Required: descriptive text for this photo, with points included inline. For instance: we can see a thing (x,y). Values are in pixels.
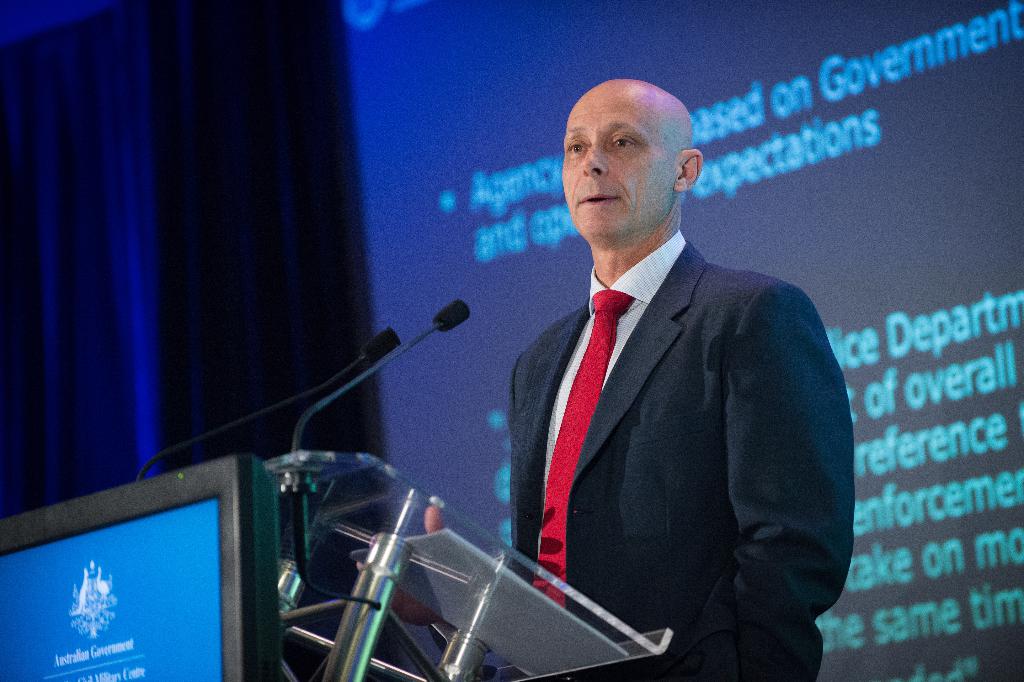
In this image a man (675,452) wearing black suit (661,409), red tie (582,404) and white shirt (622,288) is standing in front of a podium (332,512). On the podium (326,470) there are mics (373,354). Here is a board (141,597). In the background (407,116) there is curtain (329,159) and screen (387,214). The person (628,334) is talking something.
